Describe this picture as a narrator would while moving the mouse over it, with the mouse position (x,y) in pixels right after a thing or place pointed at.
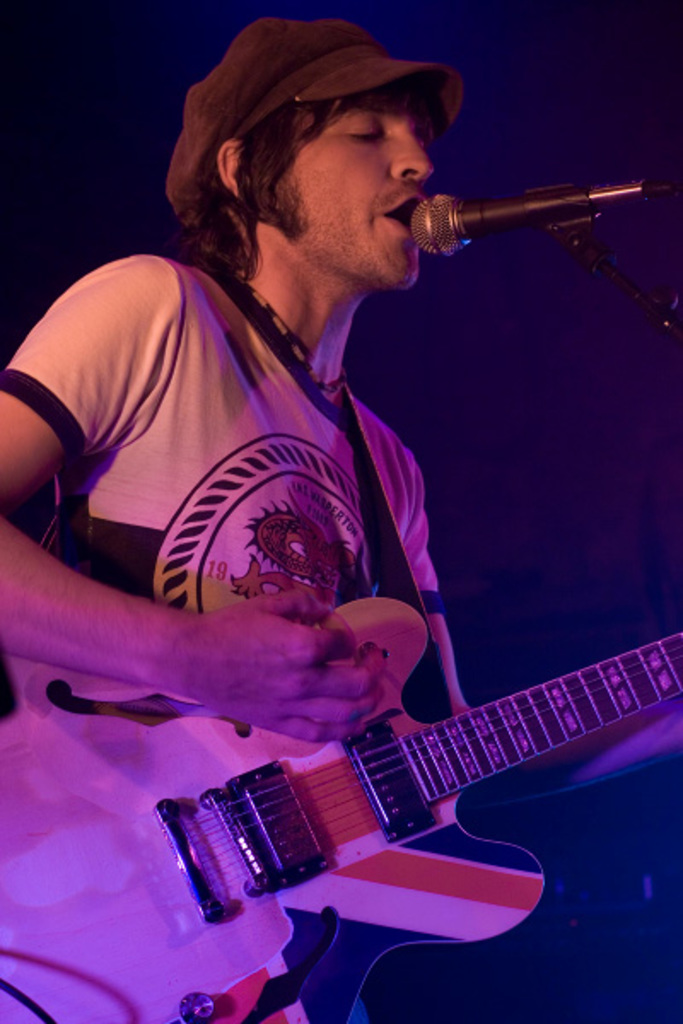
In this image there is a man (253,397) standing. He is playing a guitar (233,752). He is also singing. In front of him there is a microphone (493,219). He is wearing a cap (319,88). The background (60,145) is dark.
